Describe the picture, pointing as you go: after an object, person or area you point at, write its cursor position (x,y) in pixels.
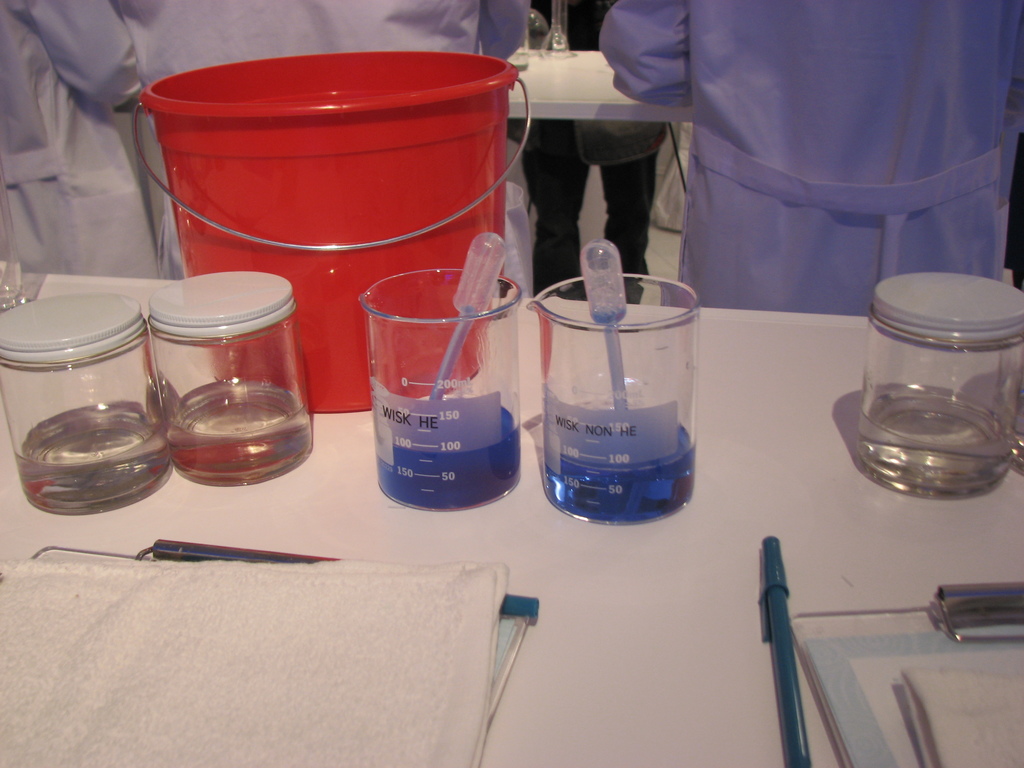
In this image we can see the persons (739,135) standing. And we can see the table (560,552), on the table (567,552) there are bottles (186,396) with water (204,393) and beakers (507,391) with liquid (513,468). And we can see the bucket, cloth (403,669), pad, pen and few objects (595,308).
